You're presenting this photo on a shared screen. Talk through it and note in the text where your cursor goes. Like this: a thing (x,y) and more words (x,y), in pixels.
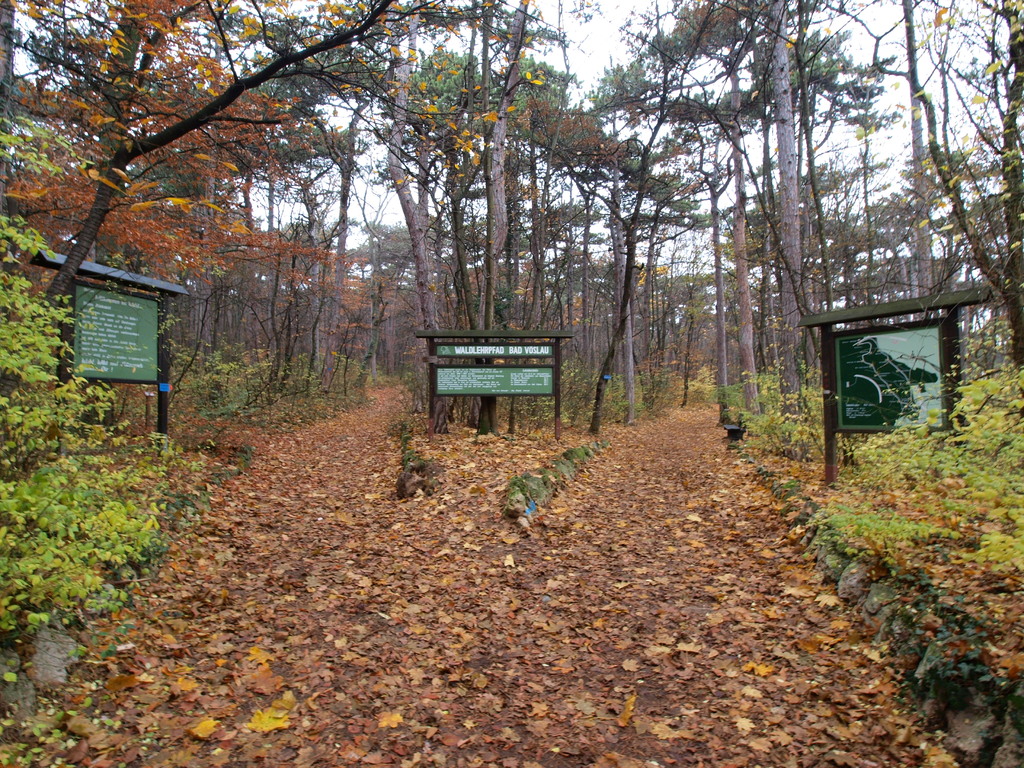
In this image I can see few green colour boards (484,336) in the centre (470,339) and on it I can see something is written. I can also see number of trees (573,217) and I can also see leaves (307,511) on the ground (239,751).
